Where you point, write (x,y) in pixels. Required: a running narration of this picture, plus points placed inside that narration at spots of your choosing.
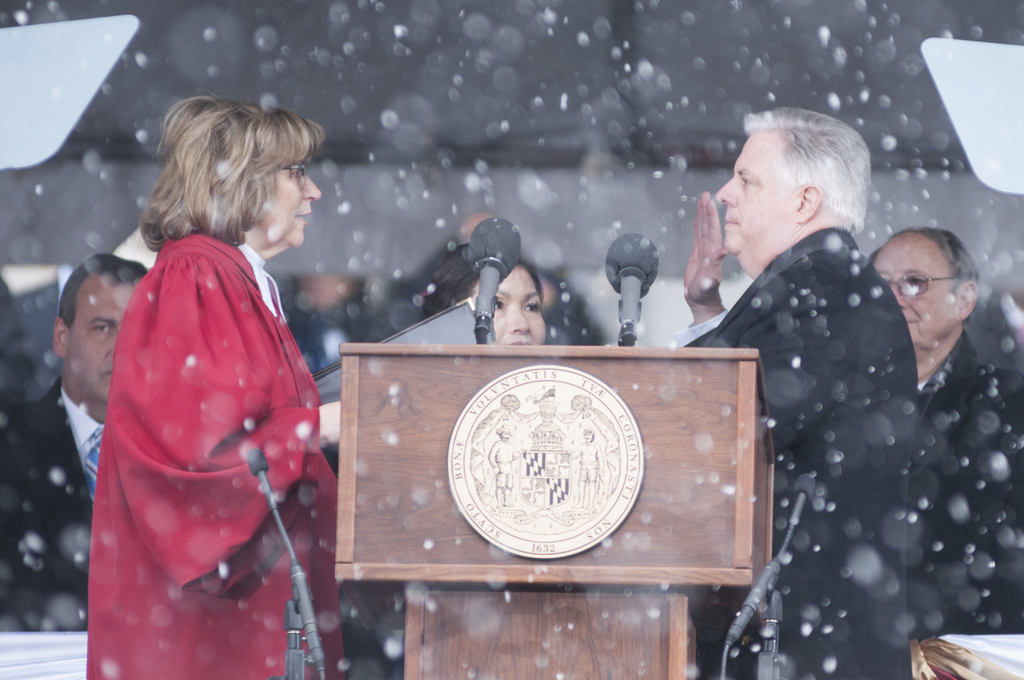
There are some people (181,132) standing. A lady (273,328) in red dress (197,369) is holding something in the hand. There is a podium (645,542). On that there are mics (505,265). On the podium (587,453) there are mics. On the podium (368,537) there is a logo (507,489). Also there are other mics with stands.
